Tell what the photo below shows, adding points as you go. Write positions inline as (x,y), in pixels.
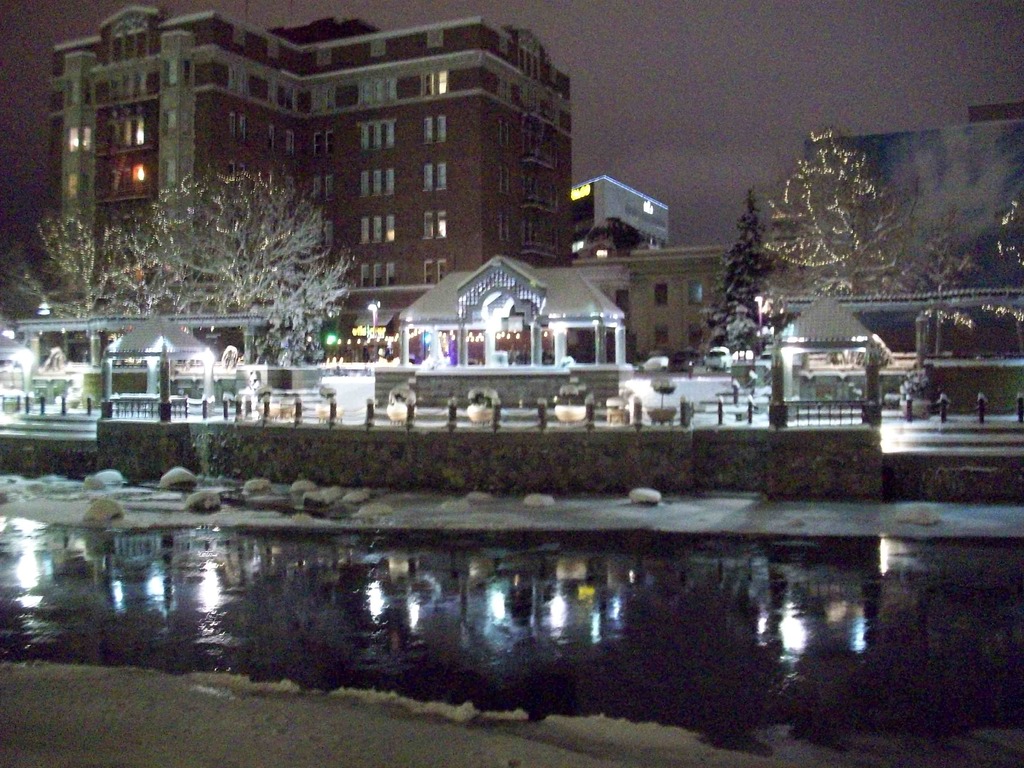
In the picture I can see buildings (416,269), trees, lights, benches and poles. Here I can see the water (467,638) and in the background (747,71) I can see the sky (743,83).
